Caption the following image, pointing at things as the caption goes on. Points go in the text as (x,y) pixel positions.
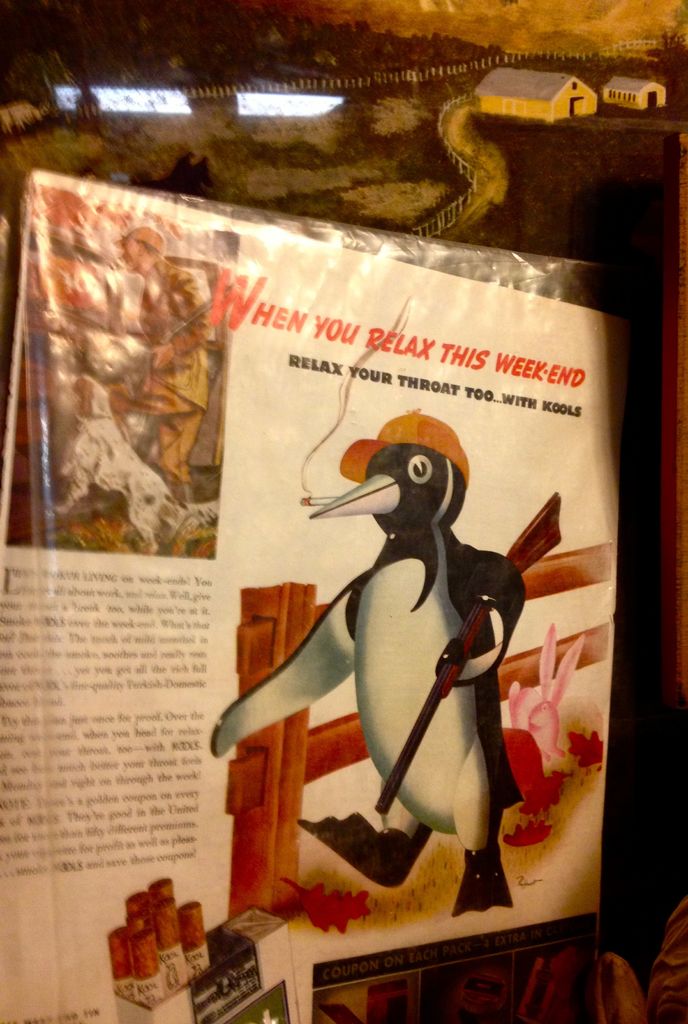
In the center of the image (396,560) we can see a drawing (392,551) of a penguin (388,756). In the background (392,27) we can see sketch (628,122) of buildings (544,100), fencing (451,219), grass (354,129) and trees (206,44).
